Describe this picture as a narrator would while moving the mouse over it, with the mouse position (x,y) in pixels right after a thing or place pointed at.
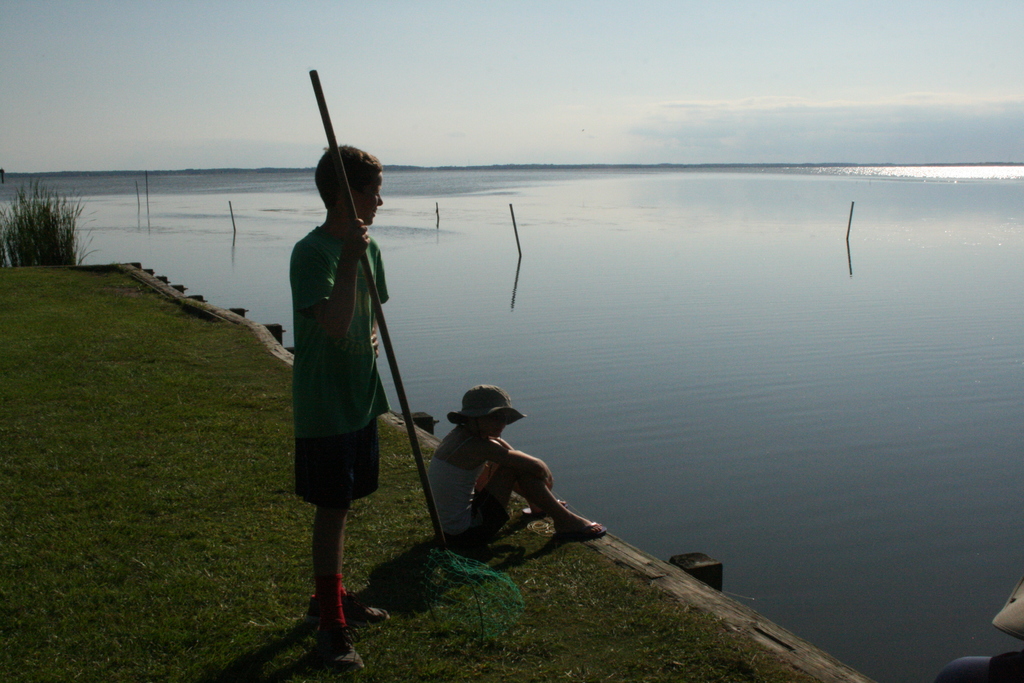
In this image I can see the lake (764,287), on which I can see some poles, in front of the lake (895,236) I can see grass (53,241) and poles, children's (515,417) and one boy (313,266) holding a stick (337,168) and standing on the ground (147,486), at the top (410,25) there is the sky (762,25).
